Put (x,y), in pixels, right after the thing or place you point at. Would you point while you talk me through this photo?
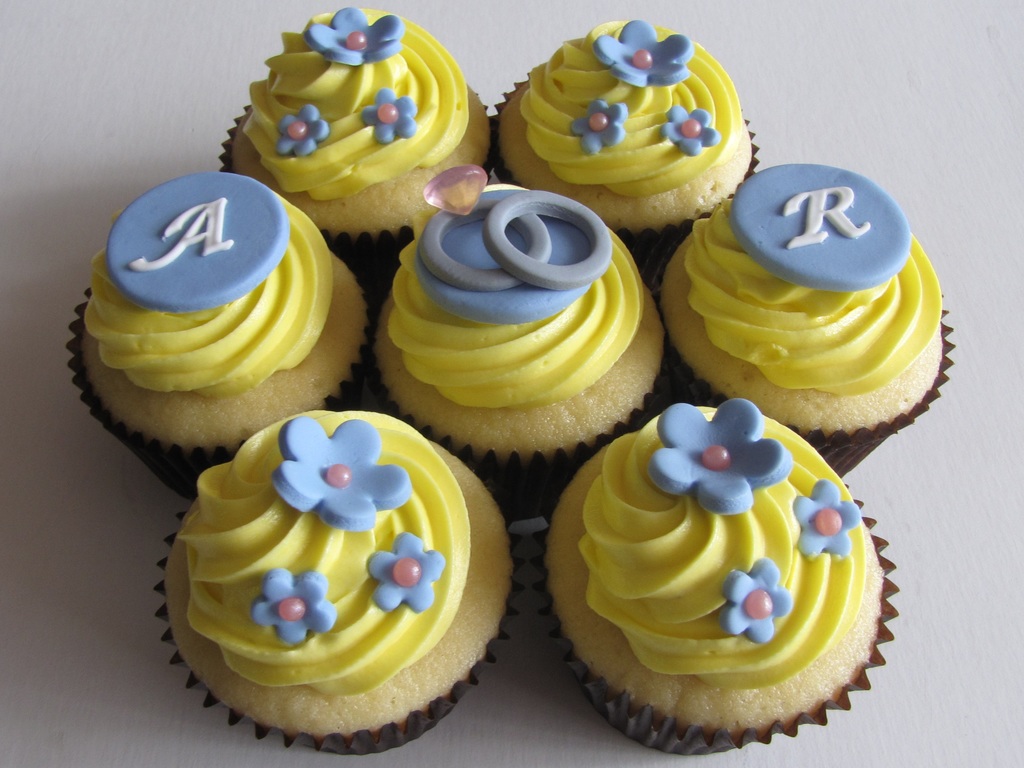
In this picture we can see few muffins (550,526).
